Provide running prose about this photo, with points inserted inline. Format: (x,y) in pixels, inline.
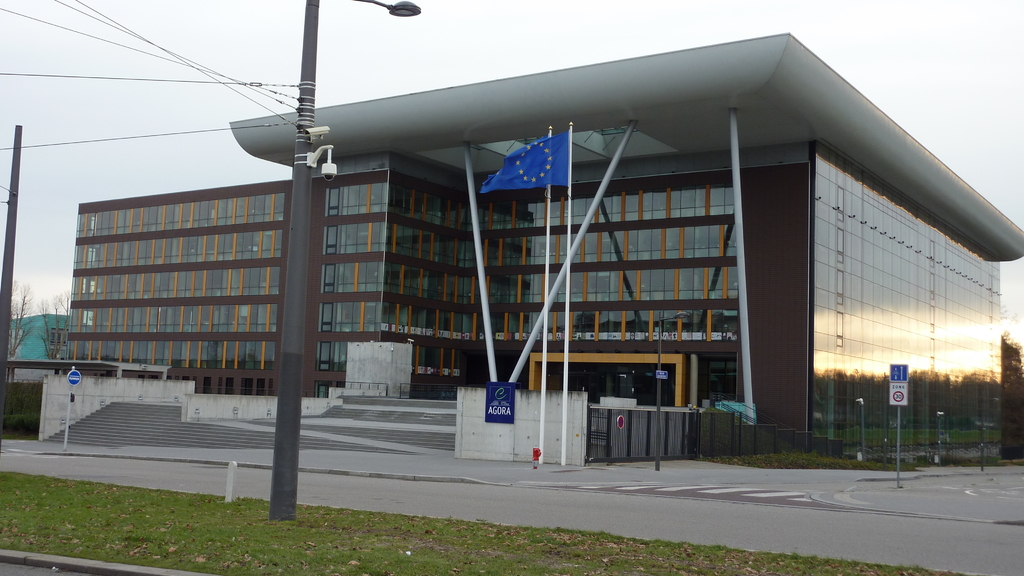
In this image we can see building (354,243) with glass walls (511,262). In front of the building (229,244) there are poles (571,160). Also there is a flag (560,168) with a pole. Near to the building (889,371) there is a sign board (895,387) with pole (899,431). Also there is a pole (302,285) with light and camera (311,135). In the background (227,151) there is sky (409,35). On the ground (120,517) there is grass (235,527). And there are steps (159,422).
